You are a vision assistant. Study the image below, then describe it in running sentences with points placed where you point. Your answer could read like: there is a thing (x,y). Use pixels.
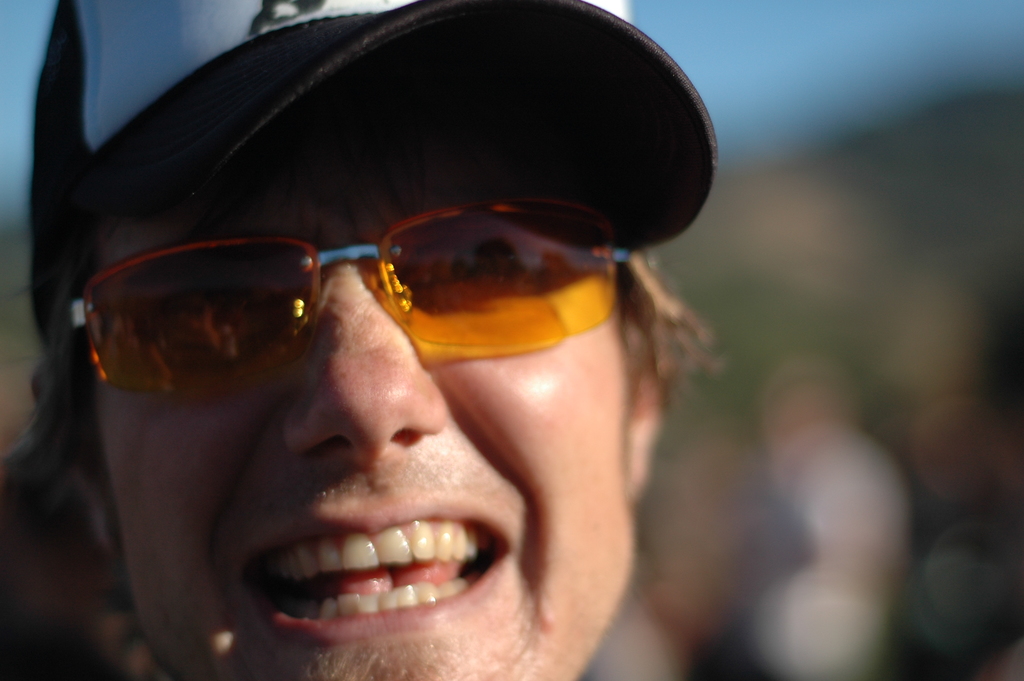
In this picture I can see a face (299,604) of a man (482,261) in front (641,288) and I see that he is wearing cap (635,29) and shades (292,258) and I see that it is totally blurred in the background (788,300).
